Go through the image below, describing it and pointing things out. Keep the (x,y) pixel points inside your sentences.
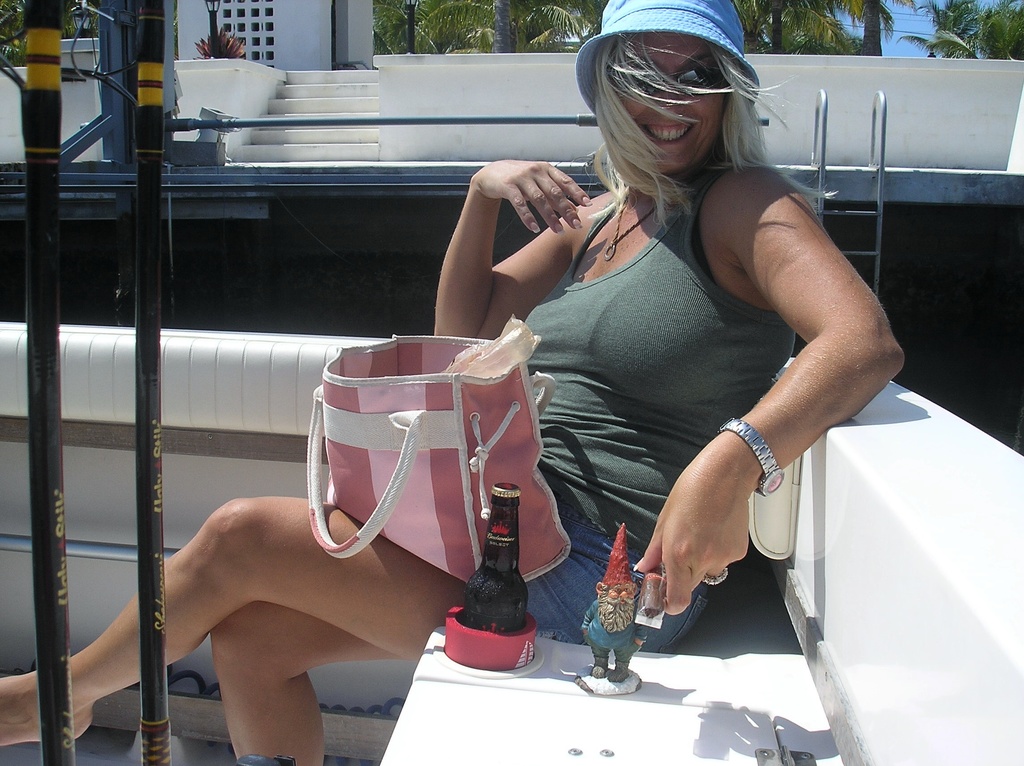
This picture is of outside. On the right (690,156) there is a woman (653,257) wearing green color t-shirt (667,285), smiling, holding an object (660,593) and sitting on the bench (633,706). There is a toy (619,583) and a glass bottle (504,584) placed on the top of the bench (720,709) and there is a purse (434,408) placed on the lap (409,567) of a woman (601,332). On the left corner (32,70) there are metal rods (149,435). In the background (918,8) we can see the sky (906,19), trees (470,25), plant (230,49), lamp (215,7), staircase (321,91) and the building (323,13).
